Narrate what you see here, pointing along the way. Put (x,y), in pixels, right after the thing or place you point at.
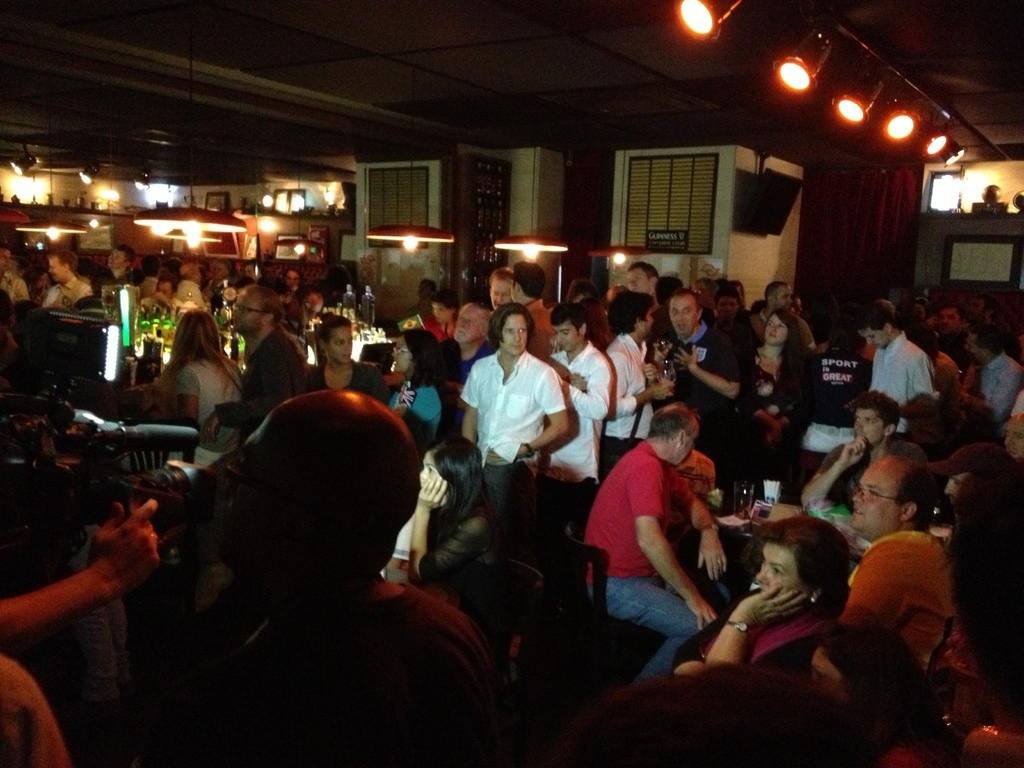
In this image we can see a few people (338,442), among them some are sitting on the chairs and some are standing, there are some tables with objects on it, we can see some lights (425,241) and other objects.
